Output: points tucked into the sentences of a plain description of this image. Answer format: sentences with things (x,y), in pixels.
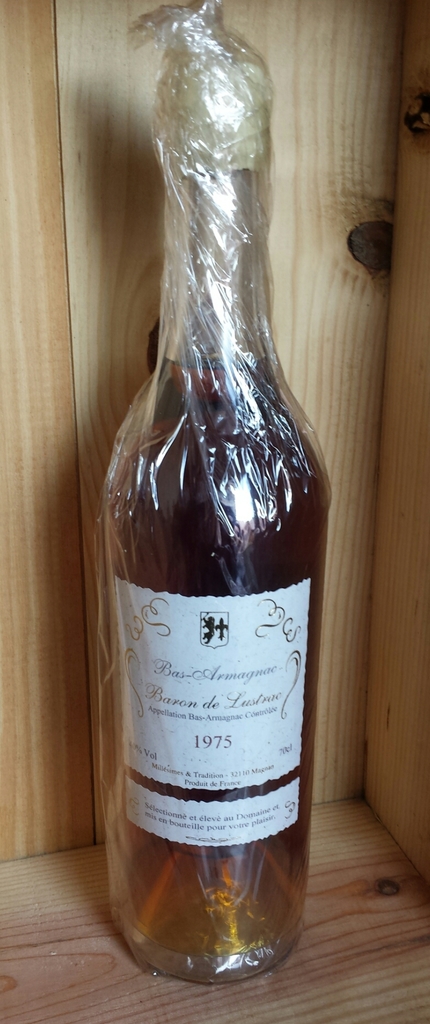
there is glass bottle (267,777) which consists of a drink (204,486) which is wrapped in plastic cover (204,301). it consists of paper label (167,770) and 1975 is mentioned on it.
